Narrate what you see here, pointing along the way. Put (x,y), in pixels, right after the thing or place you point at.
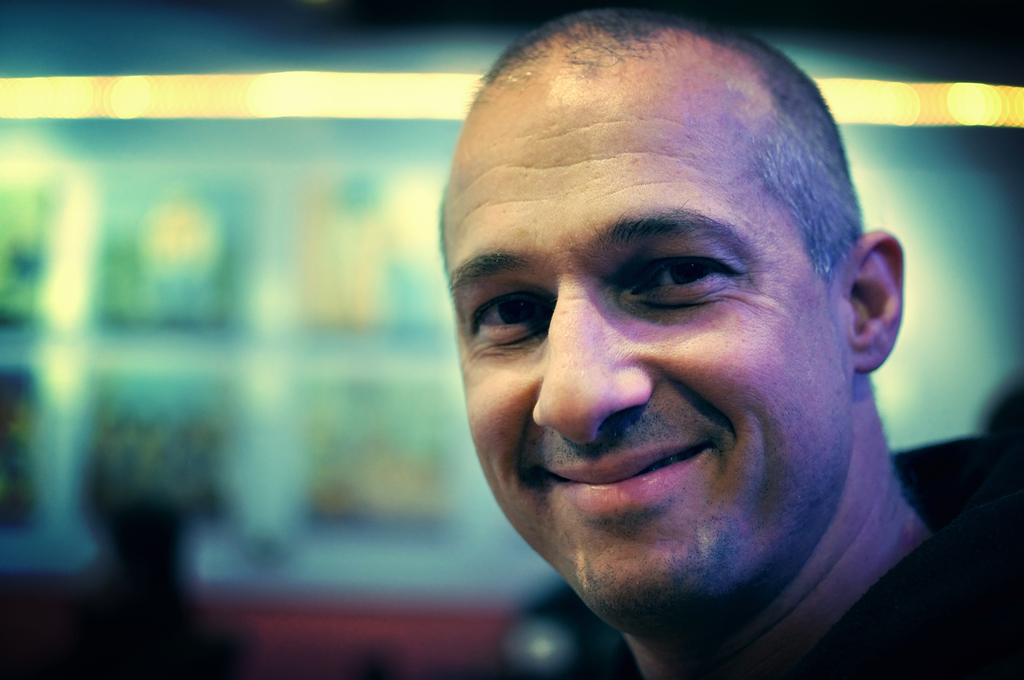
This image consists of a man (768,549) wearing black dress (922,556) is laughing. In the background (380,70), there are lights (374,81). And the background (353,16) is blurred.
